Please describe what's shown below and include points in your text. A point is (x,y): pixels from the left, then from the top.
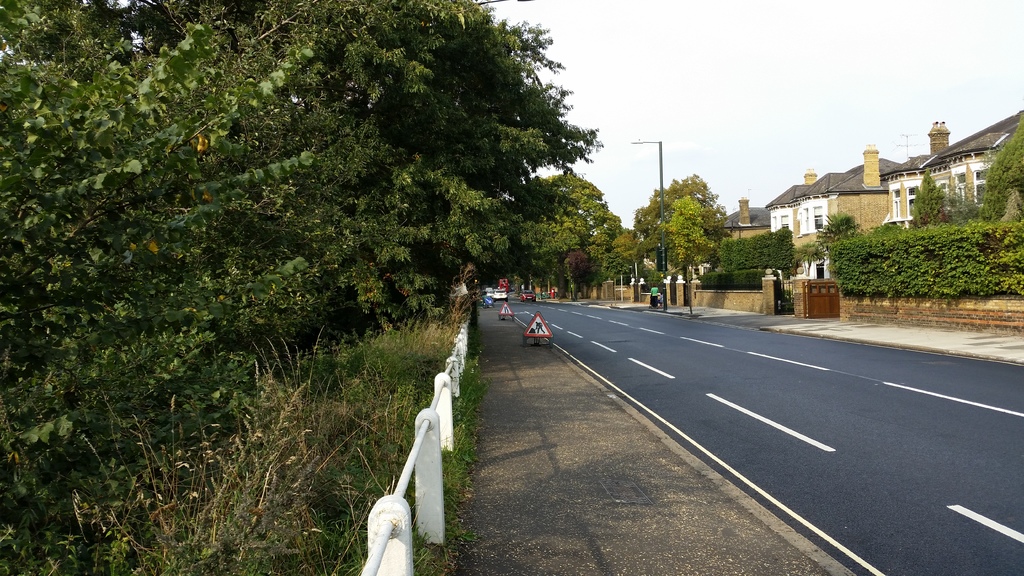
In this image there are cars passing on the road (579,351), on the either side of the road (569,345) there are trees (603,244) and buildings (742,234), beside the road (558,337) on the pavement (518,347) there is sign boards (532,326), lamp posts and there is a pedestrian (654,304) walking.
